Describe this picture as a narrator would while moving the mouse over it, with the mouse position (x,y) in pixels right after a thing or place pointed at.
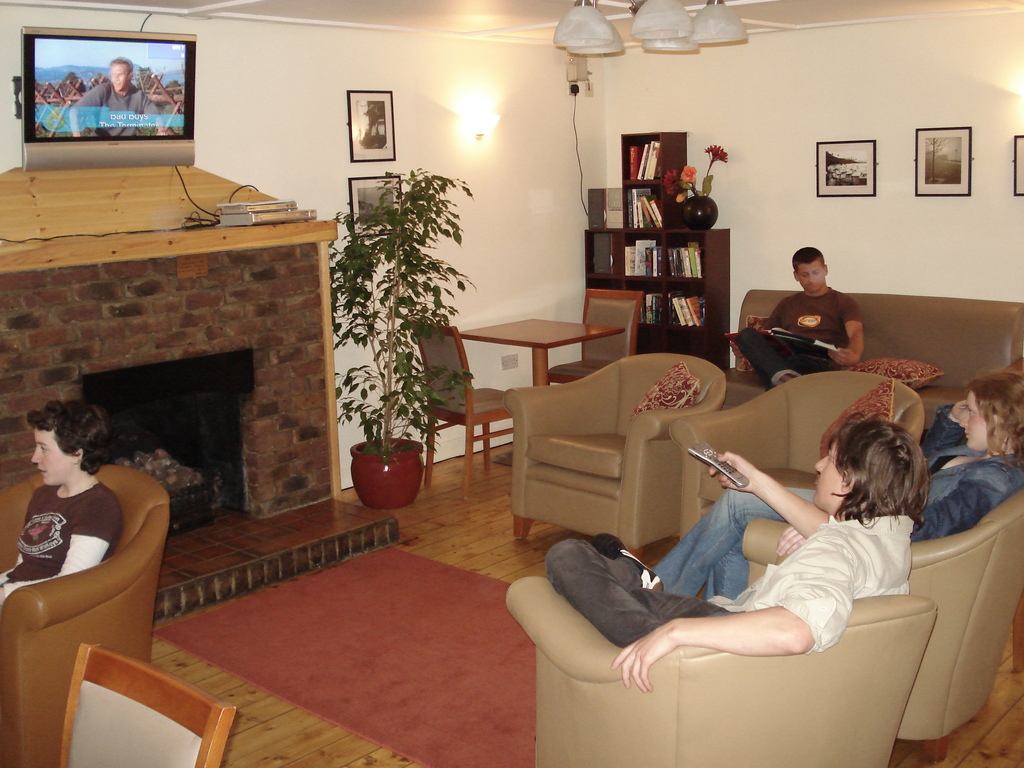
In this image I see 4 persons (1005,382) who are sitting on the couch (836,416) and there are chairs (3,629) and a table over here and I can also see a plant (402,391). In the background (1022,28) I see the wall (492,60), photo frames (352,206) on it, rack (654,161) of full of books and other things (718,155) and I see a TV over here.
